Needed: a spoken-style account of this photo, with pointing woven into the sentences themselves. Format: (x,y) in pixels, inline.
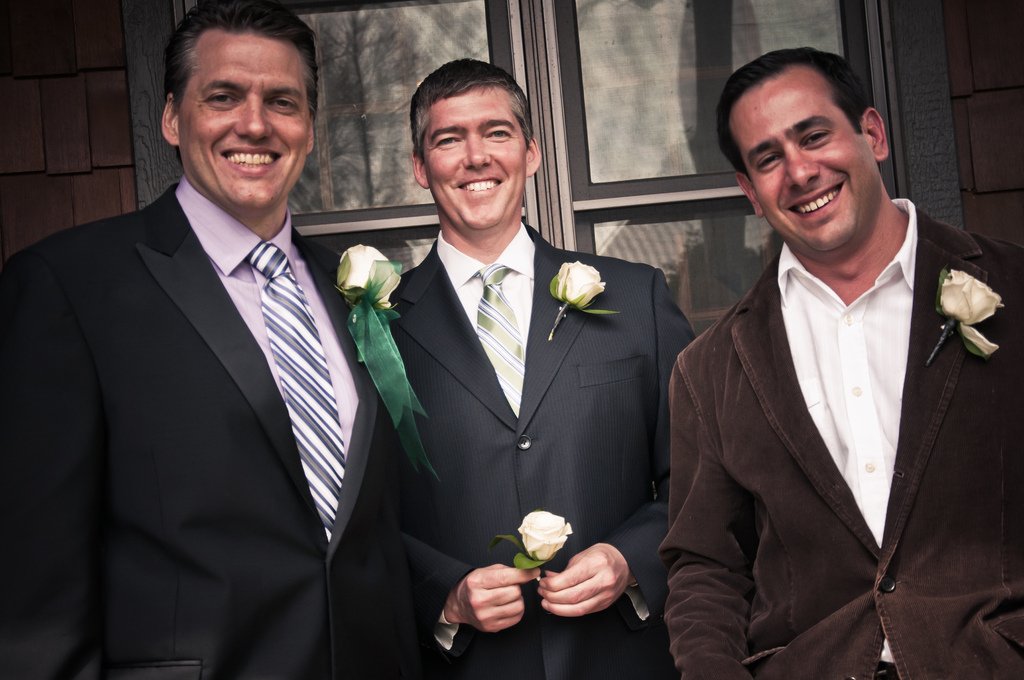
In this image we can see three persons (620,315) in which one of them is holding a flower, there we can see three flowers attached to the person's dress (613,614), behind them, we can see a window (548,102), wall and some reflections (427,66) of trees (388,58) in the window (647,201).
